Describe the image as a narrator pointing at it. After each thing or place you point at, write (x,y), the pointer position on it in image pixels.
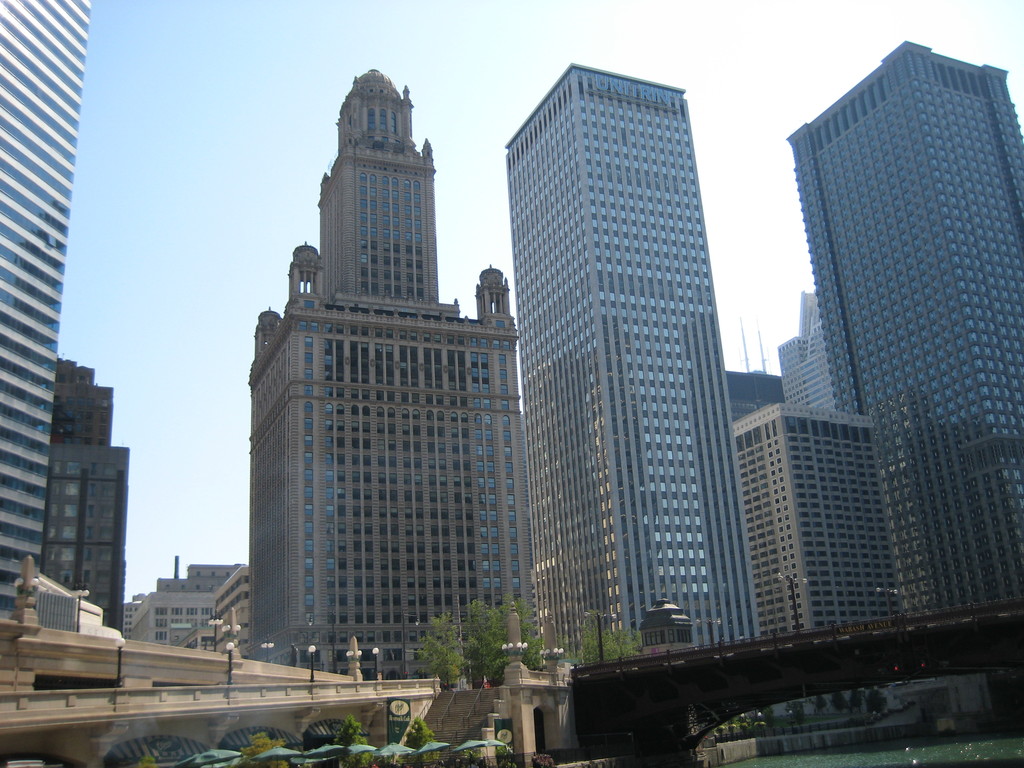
There are umbrellas (468,742), water (957,754), bridge (636,689), trees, stairs (444,725) and buildings (396,369).
